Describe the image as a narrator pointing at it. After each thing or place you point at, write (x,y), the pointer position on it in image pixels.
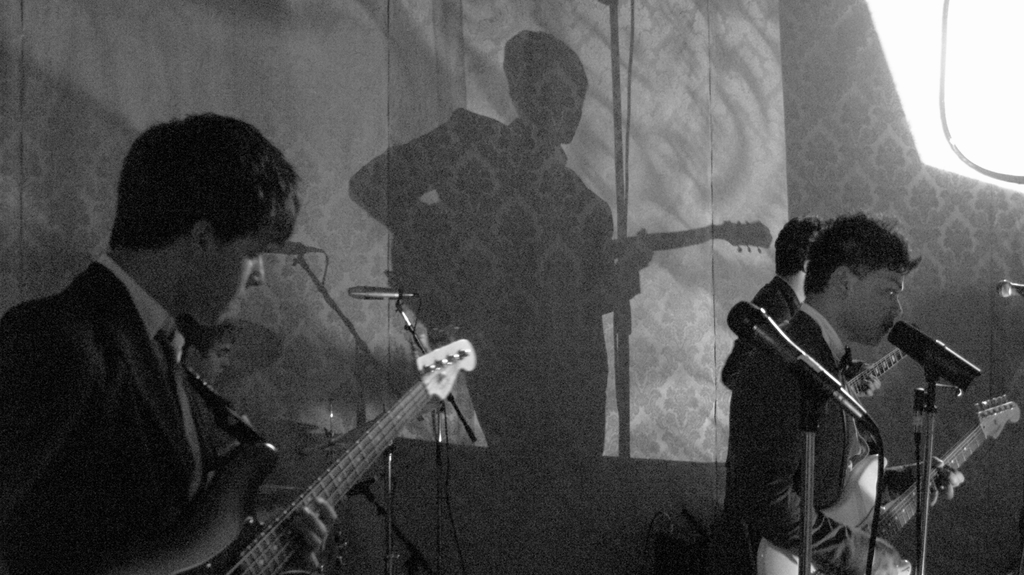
In this image I can see three person (144,375) playing a musical instruments (885,370). They are holding guitars (860,531). There is a mic (763,333) and stand (928,412). At the back side (581,289) we can see the shadow (582,191) of the man (574,316).
